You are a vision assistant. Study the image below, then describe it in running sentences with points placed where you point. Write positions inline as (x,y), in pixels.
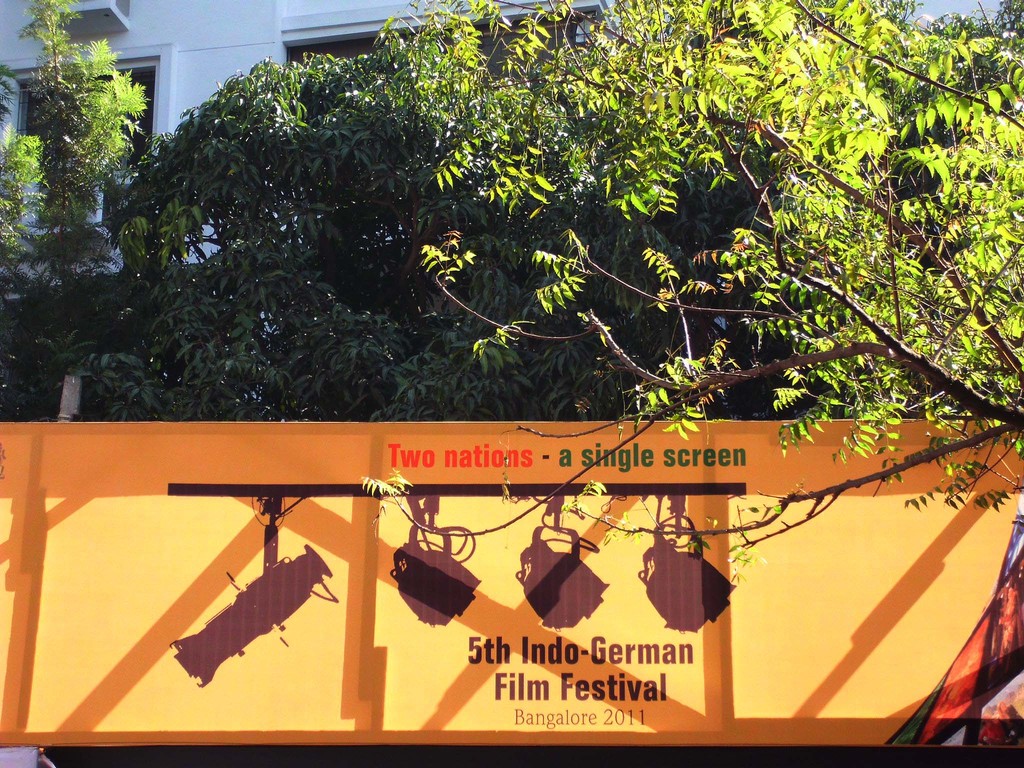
This image is taken outdoors. In the background (189,60) there is a building (253,61). In the middle of the image (447,402) there are a few trees (855,356) with leaves (873,230), stems (898,346) and branches (880,353) and there is a board (395,564) with a text (500,681) on it.
